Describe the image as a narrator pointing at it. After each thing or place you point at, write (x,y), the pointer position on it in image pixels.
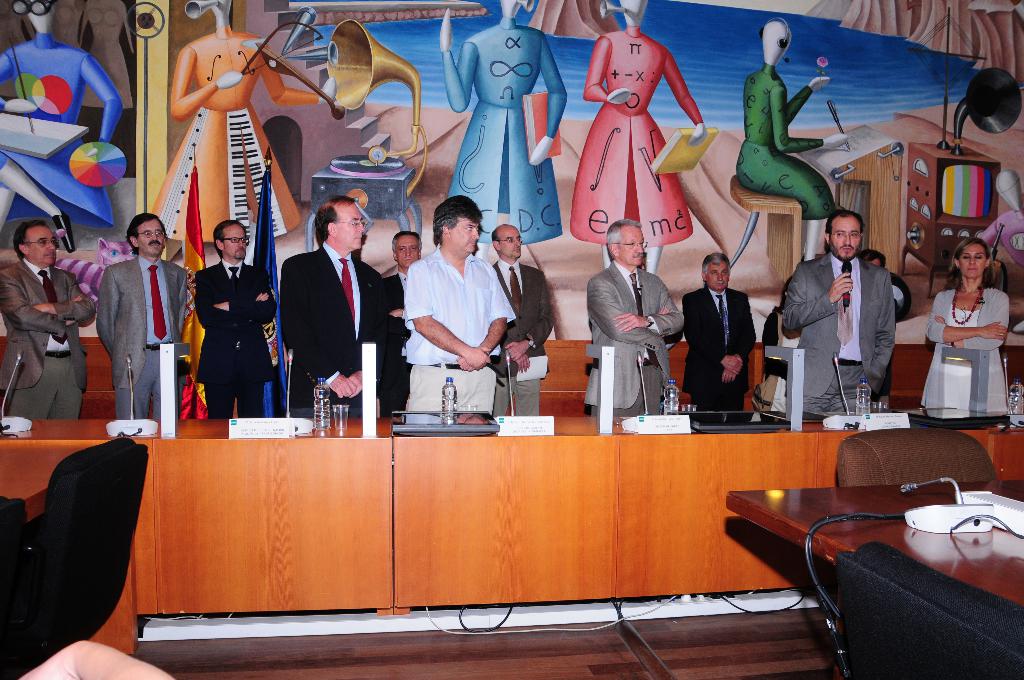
A group of people (952,333) are standing in the middle (670,337) and in the right (808,389) a man (822,393) is speaking in microphone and then there is a beautiful art (452,20).
